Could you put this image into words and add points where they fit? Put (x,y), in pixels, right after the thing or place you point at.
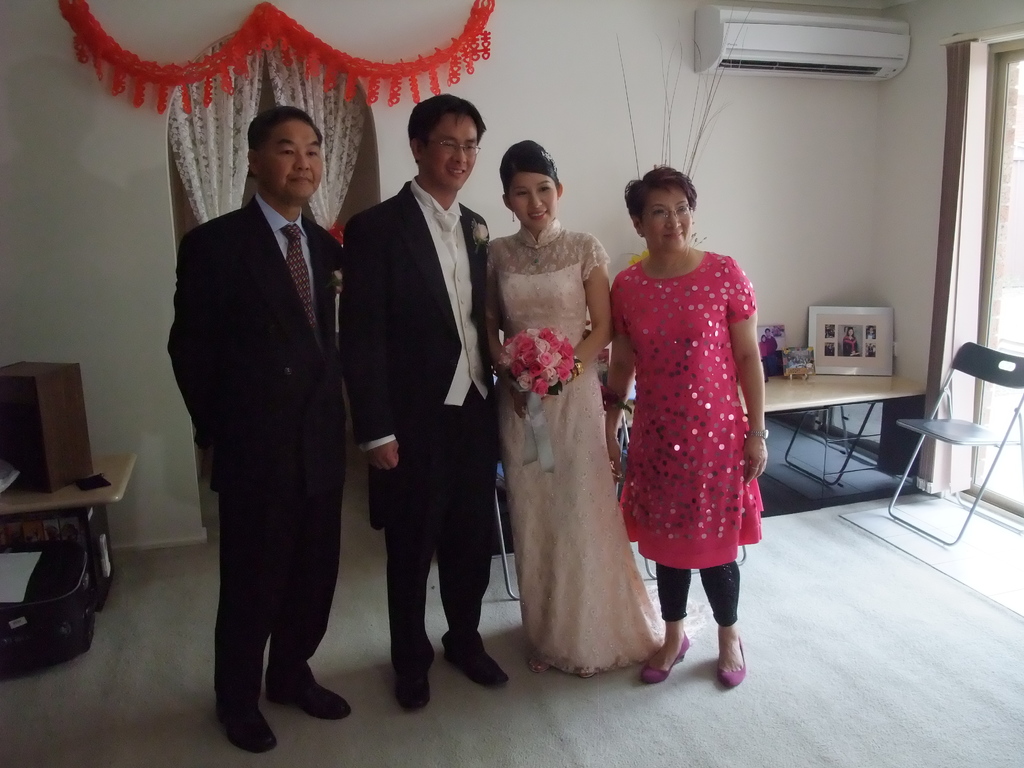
There are people (429,274) standing in the foreground area of the image (485,360), there is a window (1007,402), curtains (257,74), chair (980,370) and other objects (892,410) in the background (18,553).
